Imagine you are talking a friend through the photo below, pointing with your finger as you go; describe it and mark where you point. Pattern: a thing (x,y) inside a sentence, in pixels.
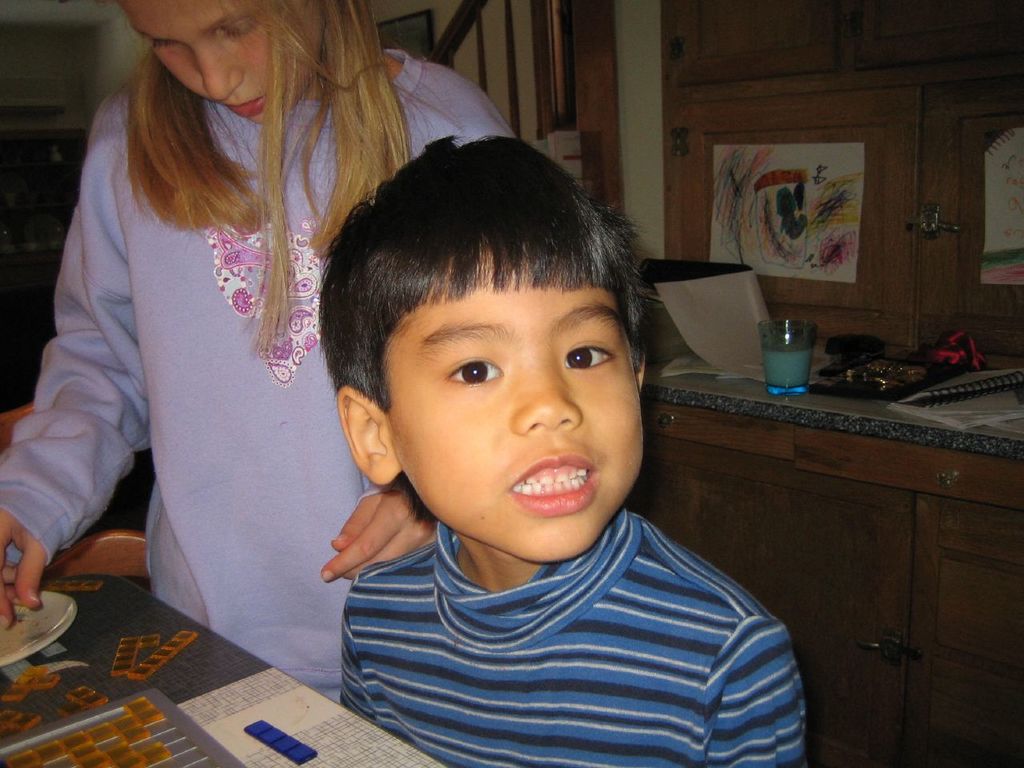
In this image we can see a boy (487,596) and a girl (280,243). In front (38,657) them there is a table (94,640) with some items (171,719). In the back (735,428) there is a platform (798,395) with a cupboard (902,511). On that there is a glass (788,352), papers (735,336) and some other things (881,381). Also there is a wooden cupboard (783,107). On that there is a paper (796,212) with drawings (853,222). In the back (516,73) we can see a railing (447,51).
